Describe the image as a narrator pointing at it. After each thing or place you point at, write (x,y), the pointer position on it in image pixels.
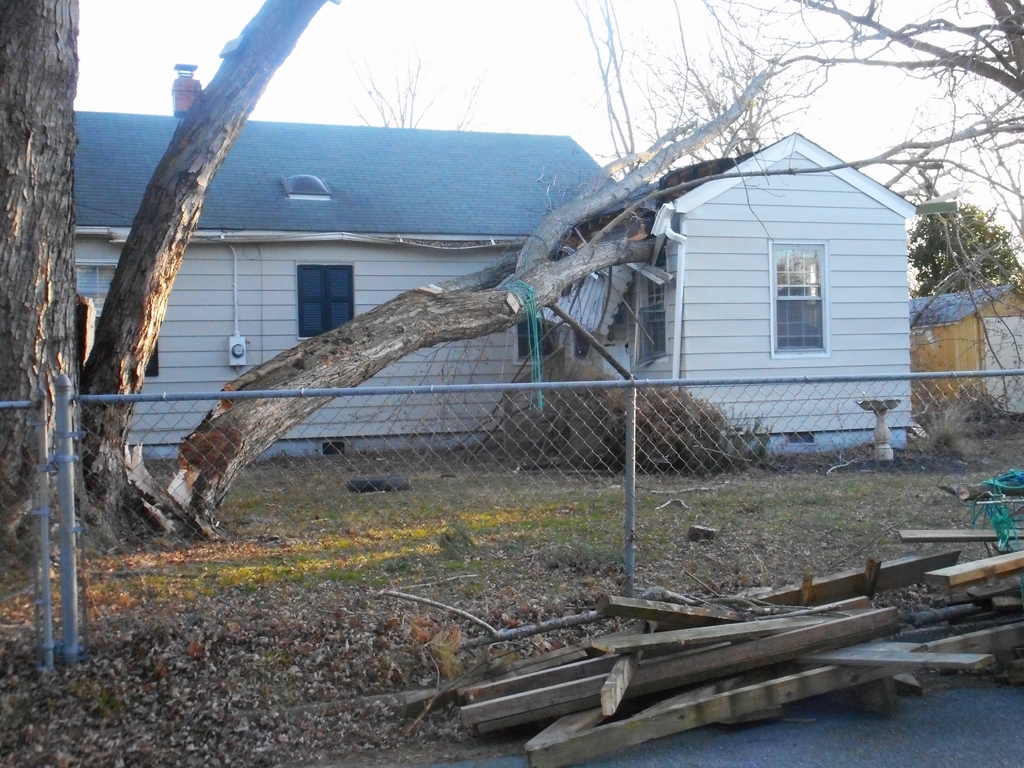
In this image I can see a house (370,254), in front of the house (654,227) I can see stem (46,291) of tree (37,308) and fence (818,431) and wooden sticks (918,538), at the top (551,38) I can see the sky (795,15).
